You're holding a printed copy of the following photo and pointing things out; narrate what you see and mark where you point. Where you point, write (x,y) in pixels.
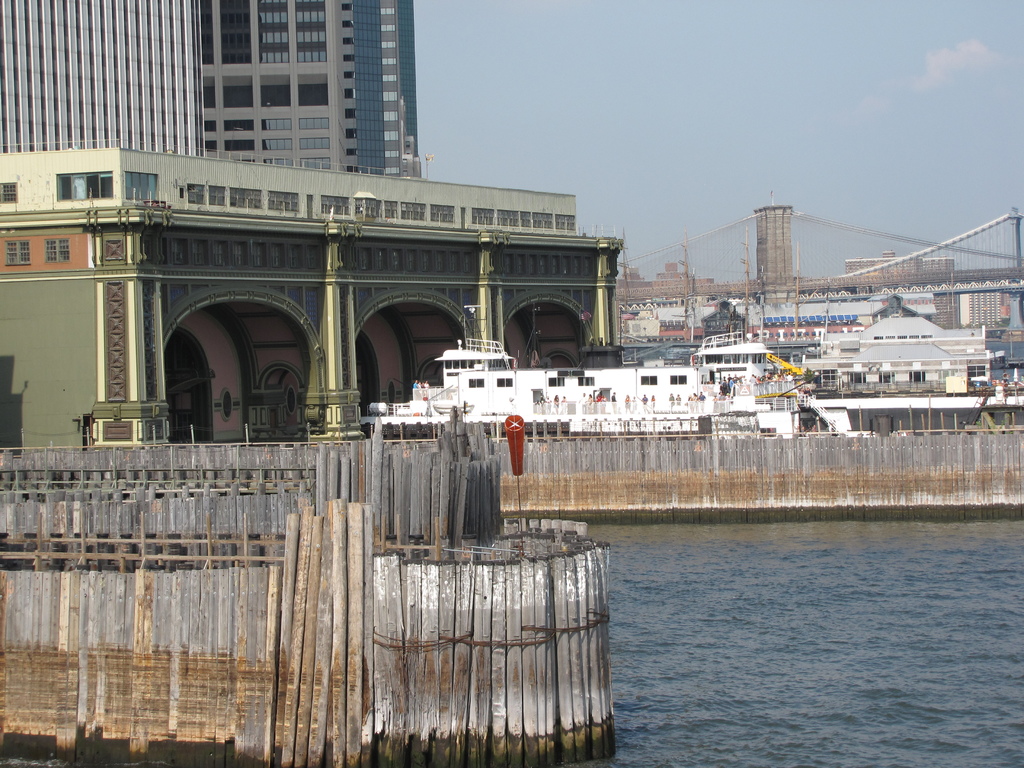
In this image, we can see some buildings (629,333). There is a boat (593,385) in the middle of the image (531,367). There is a bridge (779,249) on the right side of the image (950,254). There is a wooden wall (310,557) in the water (871,636). At the top of the image (475,100), we can see the sky (687,21).
